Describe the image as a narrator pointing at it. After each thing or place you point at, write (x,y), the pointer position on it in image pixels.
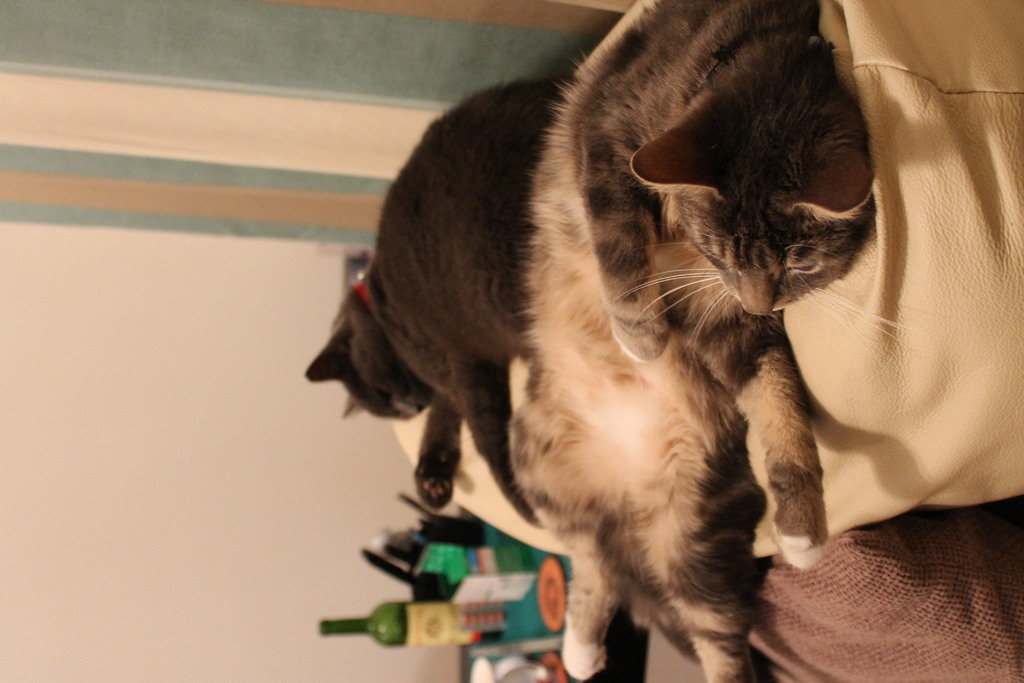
In this picture there are two cats (695,242) which are lying on the couch (870,271). In the bottom right corner (796,610) there is a pillow (975,613). At the bottom (530,557) i can see the wine bottle (435,638), cotton box (537,600), papers (518,582) and other objects (437,586) on the table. On the left (185,473) there is a wall (114,382).
